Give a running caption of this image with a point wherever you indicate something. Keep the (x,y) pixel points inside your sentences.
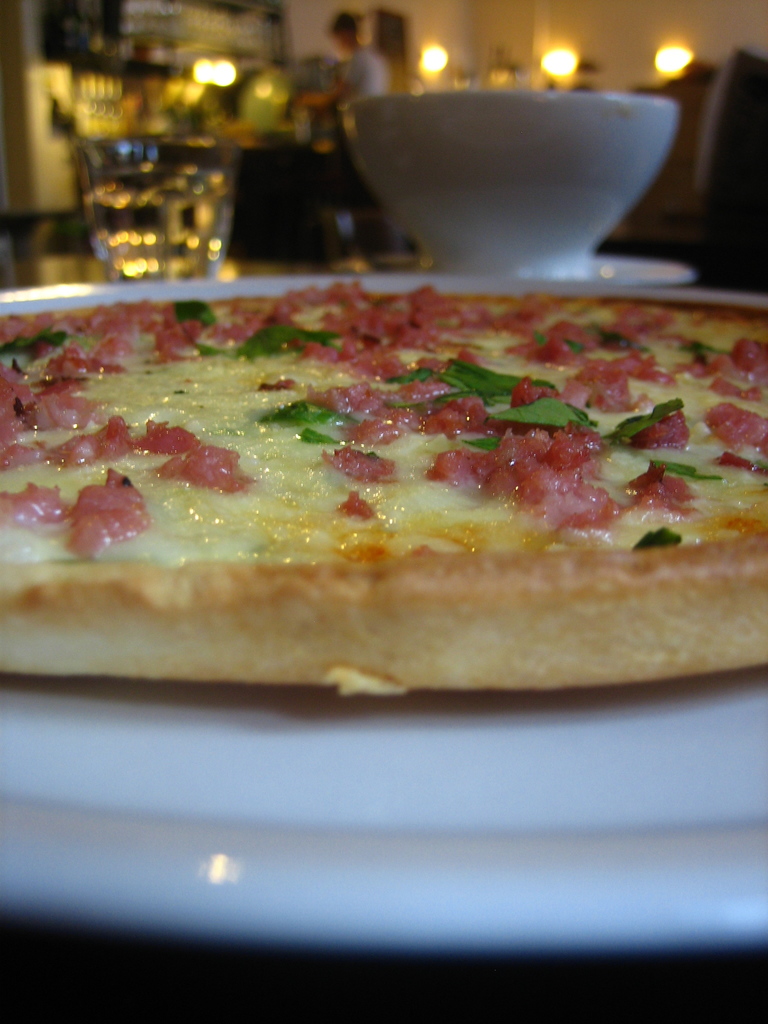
In the picture I can see a pizza (423,420) which is placed on a plate (496,761) and there is a bowl (461,161) and a glass of water (201,223) behind it and there is a person (351,35) and few lights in the background (351,35).
